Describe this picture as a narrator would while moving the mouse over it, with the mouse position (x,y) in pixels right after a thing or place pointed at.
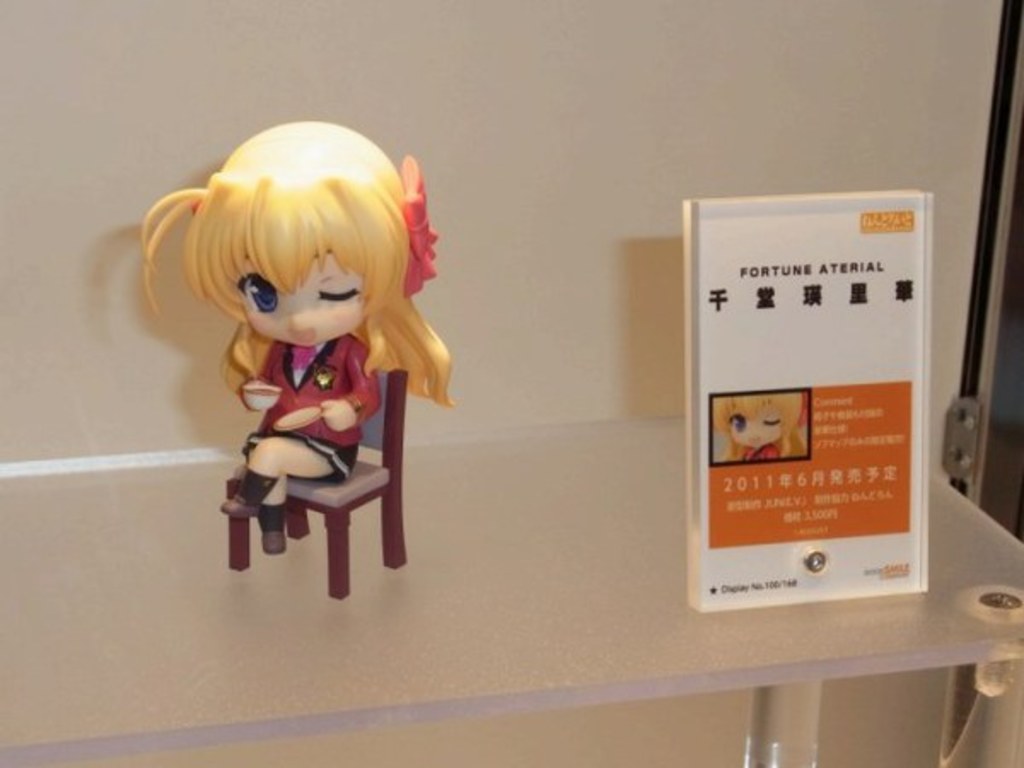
It is a doll girl (330,424) is sitting on the chair (374,465), on the right side (731,221) there is a card (829,452) which describes this doll (240,360).
